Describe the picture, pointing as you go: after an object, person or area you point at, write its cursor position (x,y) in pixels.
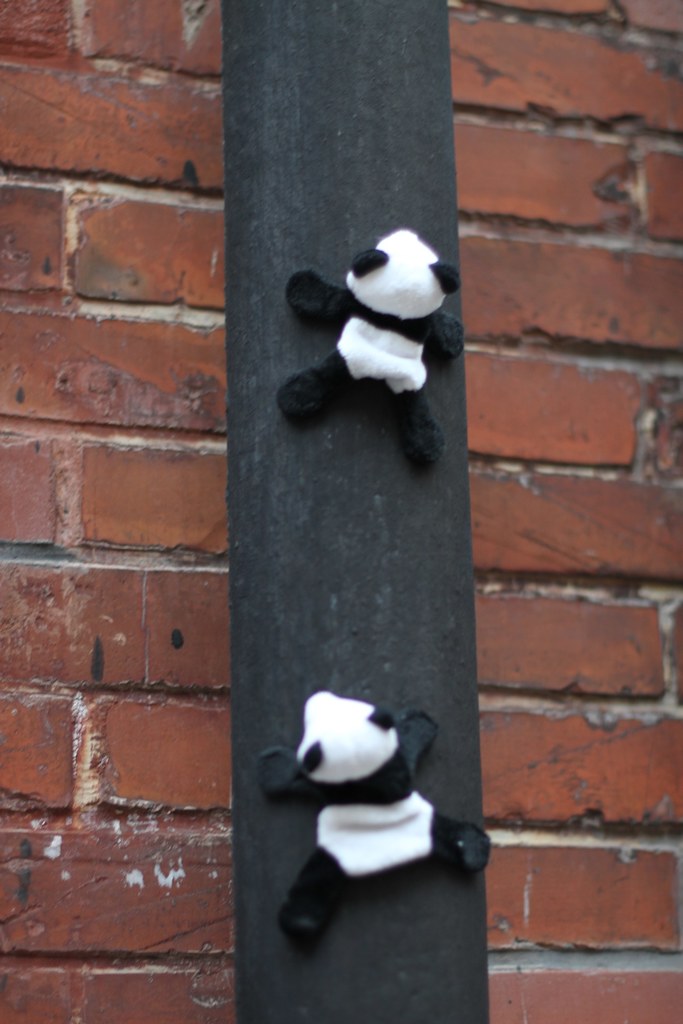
In this image I can see panda toys (371,863) on a metal pole (337,415). There is a brick wall (525,58) at the back (647,478).
